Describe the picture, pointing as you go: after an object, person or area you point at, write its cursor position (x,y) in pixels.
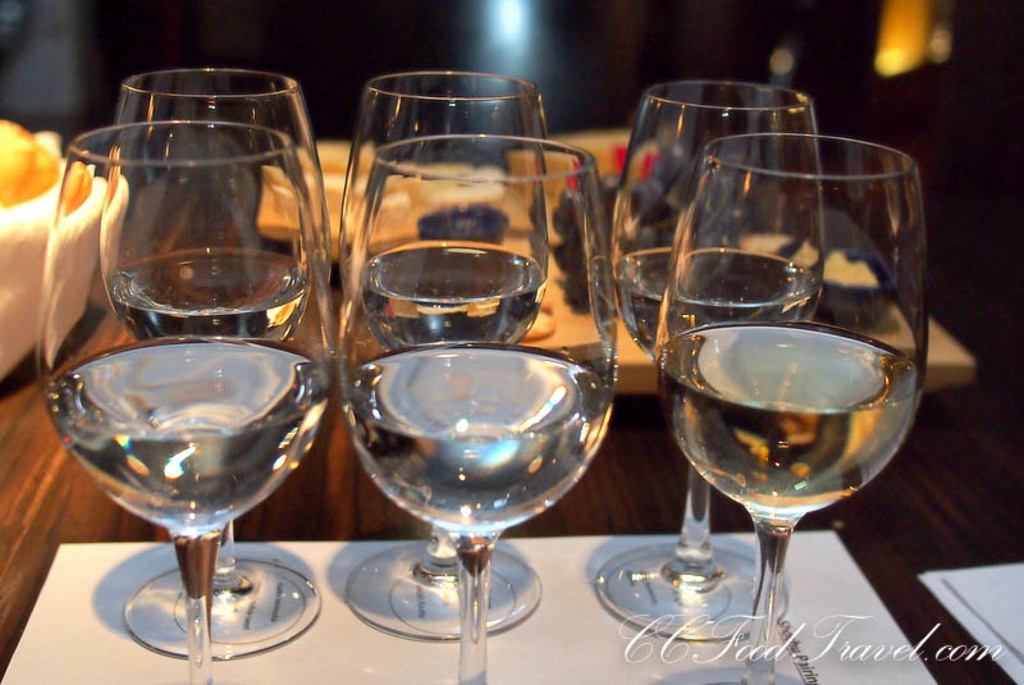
In this picture we can see a few glasses (831,467) on a paper (309,545). There is a bowl (31,306) on the left side (23,296). We can see some papers (962,595) on the right side (1023,617). There are few lights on the background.
